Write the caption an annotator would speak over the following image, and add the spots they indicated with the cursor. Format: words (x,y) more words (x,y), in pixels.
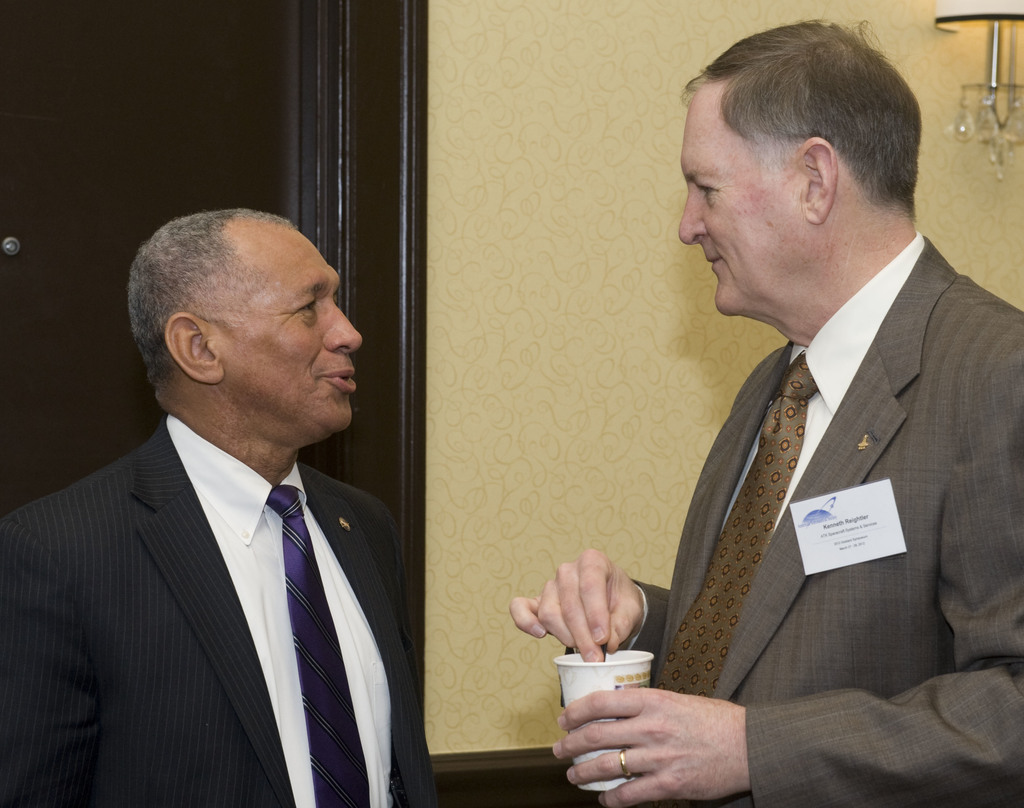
In this image we can see two persons (811,579) wearing black and grey color suit (115,687) standing and discussing between themselves, person (573,629) wearing grey color suit (779,615) holding coffee glass (592,686) in his hands (710,720) and there is some badge (844,551) attached to his suit (783,542) and in the background of the image (549,205) there is a wall (523,420) and door (47,133) which is black in color.
